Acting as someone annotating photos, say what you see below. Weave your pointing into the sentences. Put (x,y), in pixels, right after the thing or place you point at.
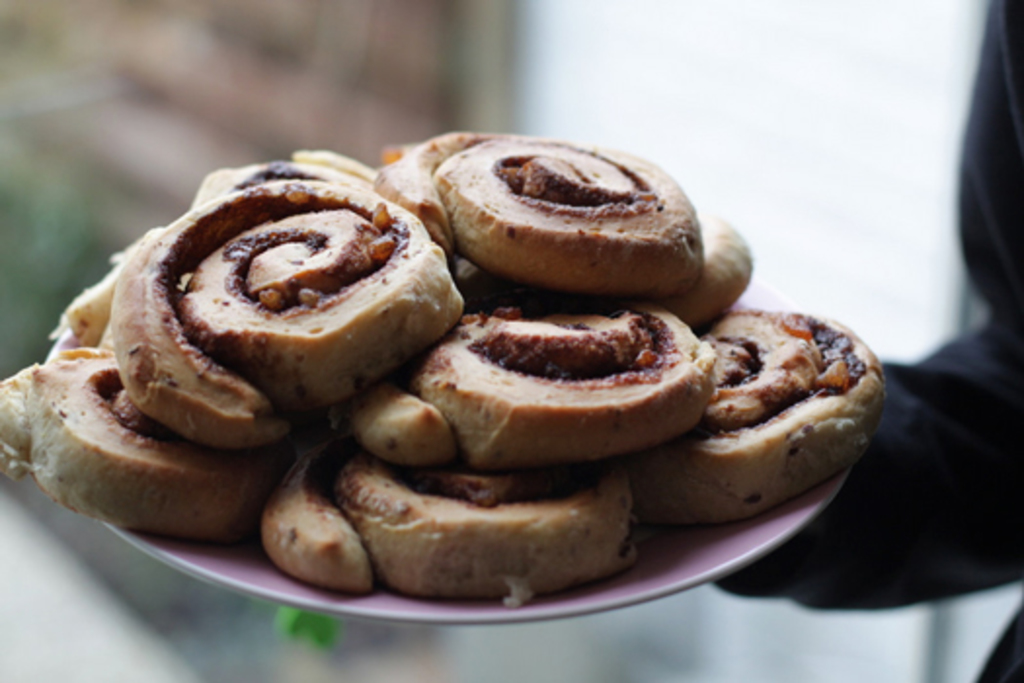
In this image I can see few food items (521,439) in the plate (556,609) and the food items (455,385) are in brown color and I can see the blurred background (27,155).
